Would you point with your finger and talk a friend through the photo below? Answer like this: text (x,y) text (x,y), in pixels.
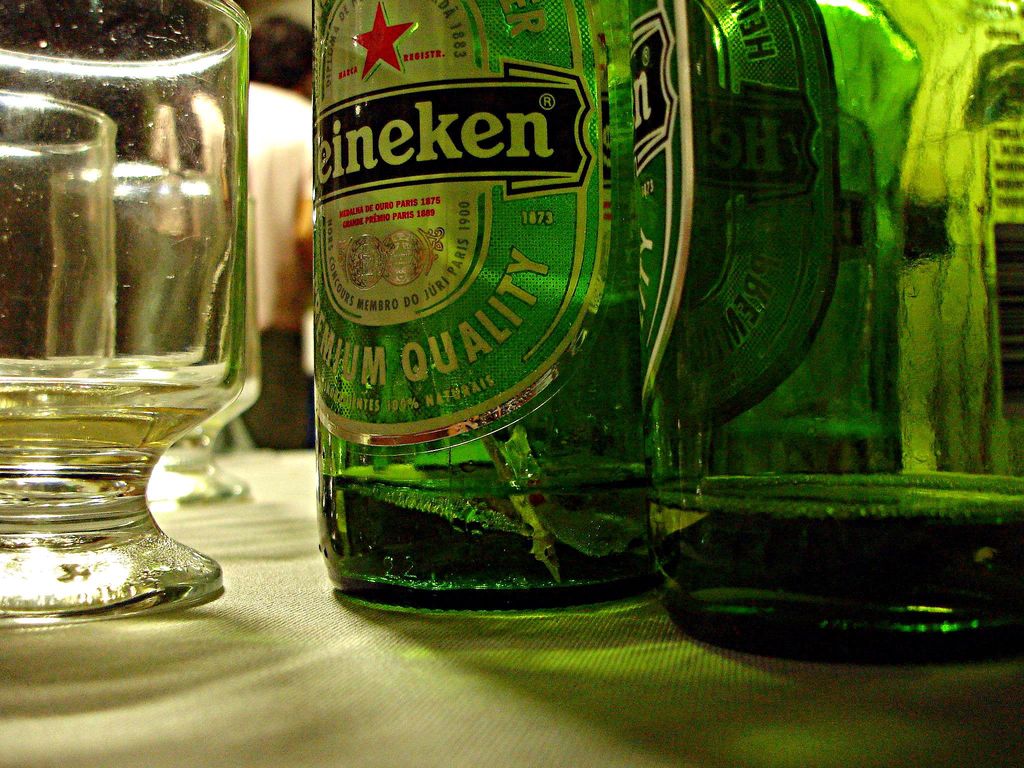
In this image we can see bottles (598,275) and a glass (66,377) on the table (264,582).
